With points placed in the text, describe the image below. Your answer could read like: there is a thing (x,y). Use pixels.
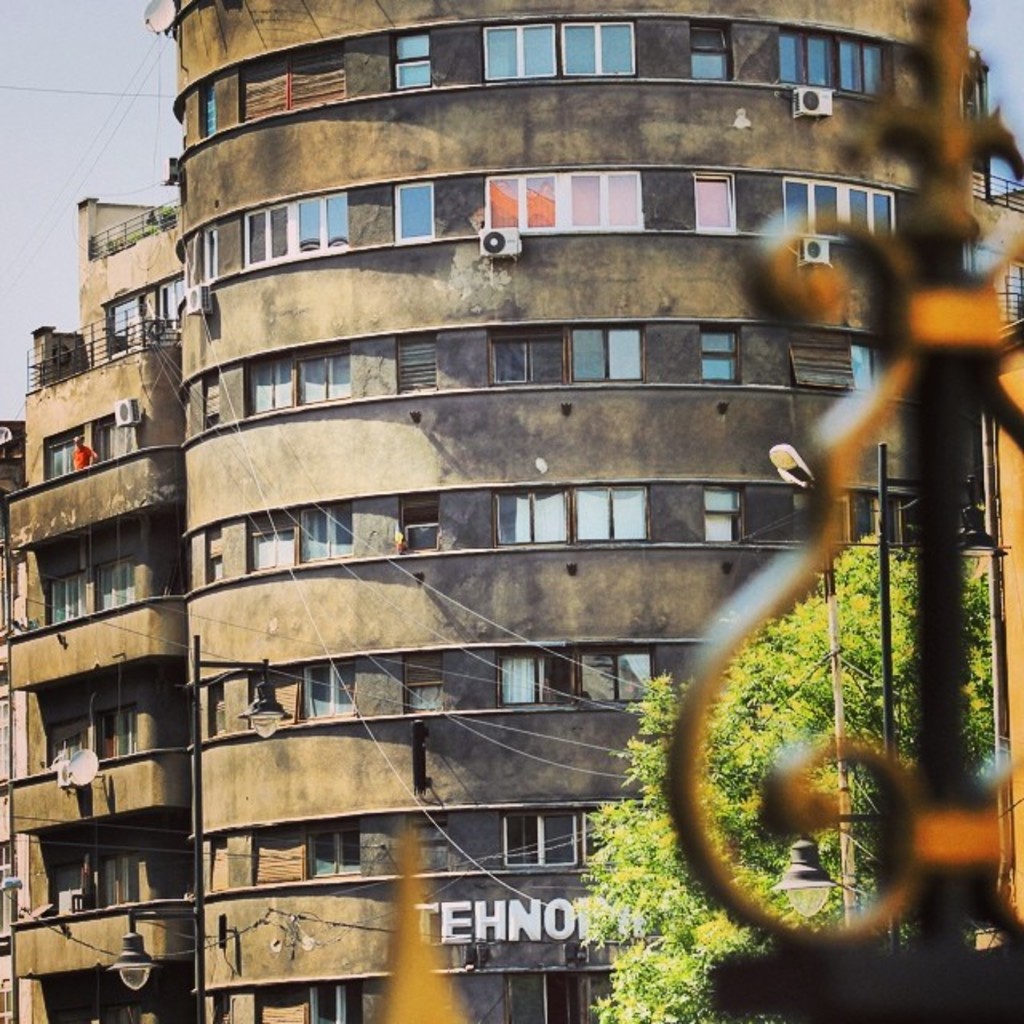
On the right side of the image (944,453) we can see one object (941,441). In the background (336,406), we can see the sky (83,109), wires (93,94), buildings (214,423), windows (334,398), fences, one sign board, one tree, lamps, poles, one person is standing and a few other objects (176,172).
